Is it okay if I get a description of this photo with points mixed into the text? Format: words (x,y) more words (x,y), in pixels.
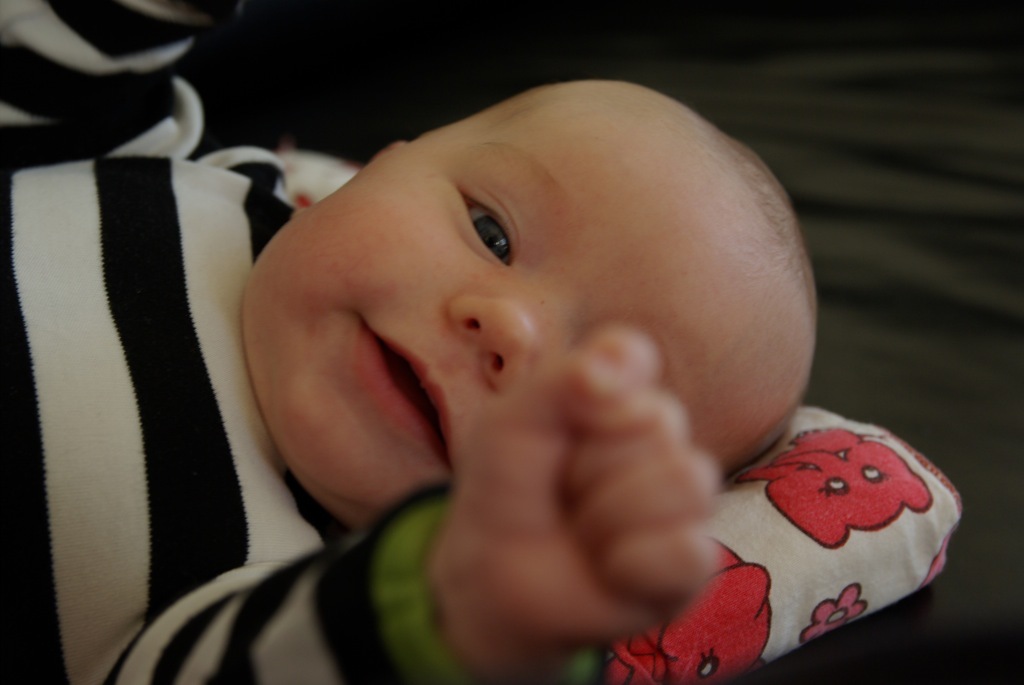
In this image, we can see a baby (593,359) on pillow (805,559). In the background (898,301), image is blurred.
